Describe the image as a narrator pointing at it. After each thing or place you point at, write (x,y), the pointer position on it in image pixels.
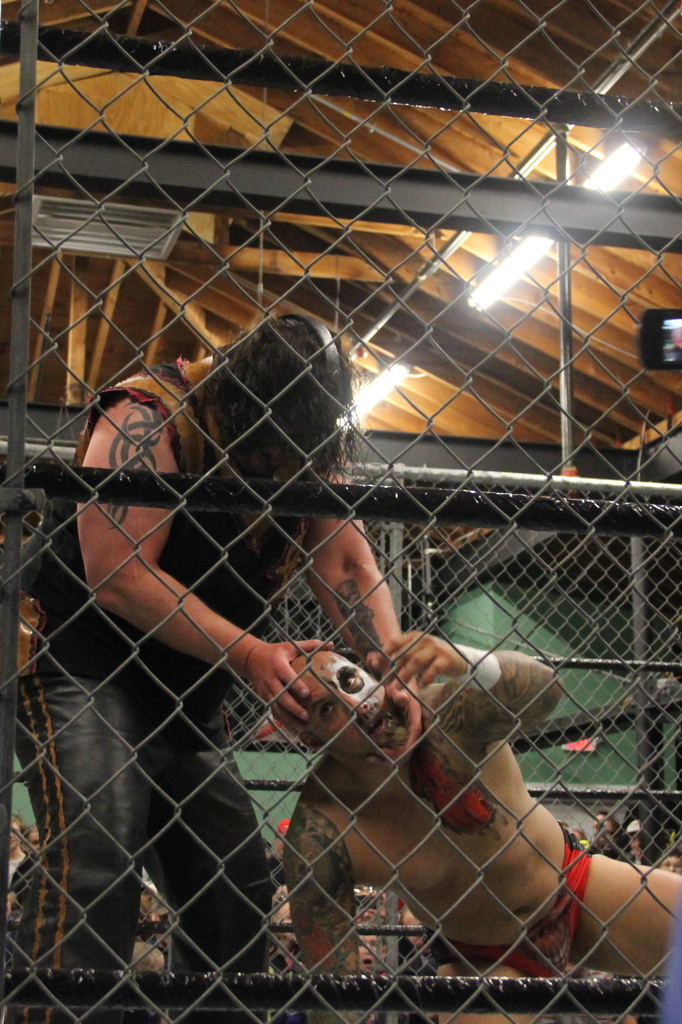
This is a fence (172,591) and we can see poles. Here there are two men (372,781) fighting. In the background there are audience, lights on the roof top (94,271), on the right we can see a truncated mobile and some other objects (570,122).
